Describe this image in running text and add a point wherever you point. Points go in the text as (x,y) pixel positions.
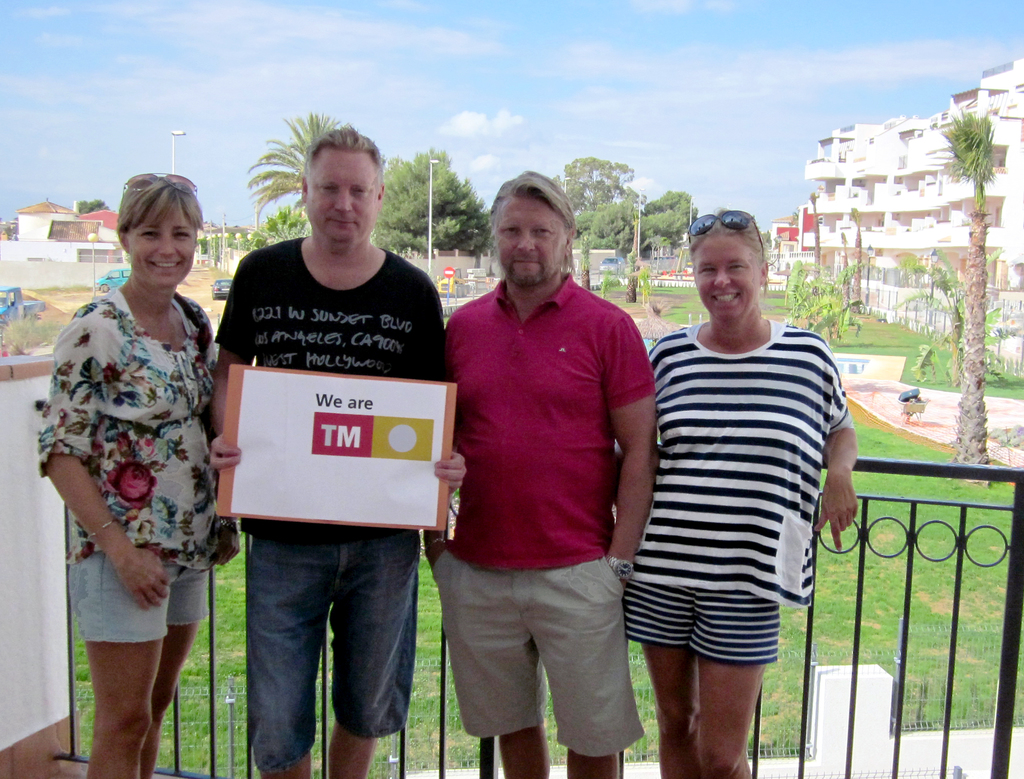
In the image there are four persons (511,344) standing. There is a man (281,264) holding a poster (339,485) in the hand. Behind them there is railing (892,469). Behind the railing (962,536) on the ground (919,481) there is grass (861,435) and also there are vehicles (110,283) and poles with lamps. In the background (951,285) there are trees (951,285). At the top of the image (456,112) there is sky (660,101) with clouds (669,113).
